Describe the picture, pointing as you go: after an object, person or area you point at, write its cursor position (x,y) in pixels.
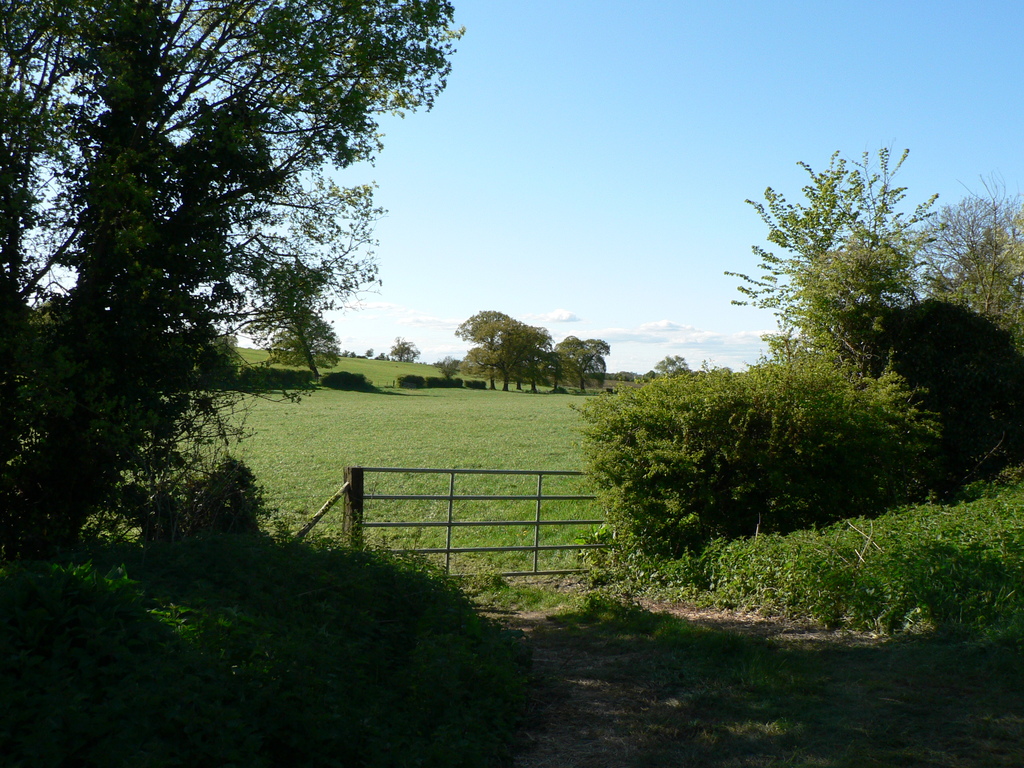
In the center of the image (363,496) there is a metal fence (524,541). At the bottom of the image (503,600) there is grass (438,414) on the surface (458,413). In the background of the image (396,329) there are trees (527,326) and sky (565,79).
